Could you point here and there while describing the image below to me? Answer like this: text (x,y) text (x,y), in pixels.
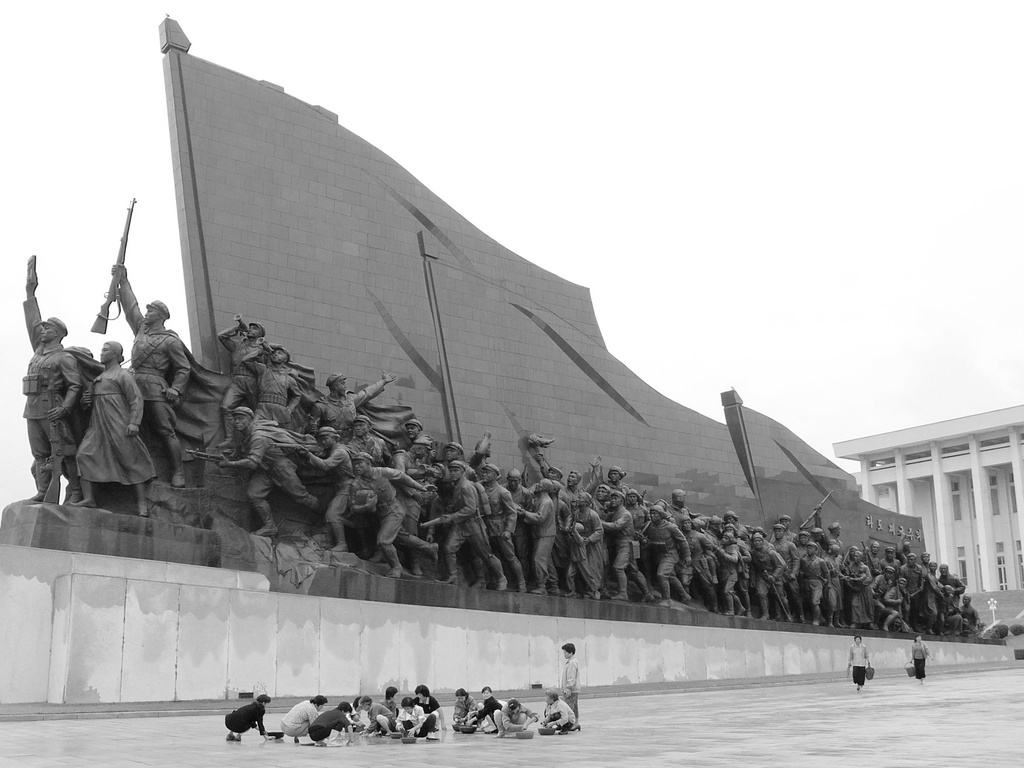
In this picture, we see a monument (462,431). At the bottom (528,726), we see people (285,716) sitting on the floor (543,706) and some of them are in squat position. On the right side (856,643), we see two people (921,650) are walking. In the background (933,456), we see the staircase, pillars (978,484) and a building (954,508) in white color. At the top (618,163), we see the sky (689,150).
